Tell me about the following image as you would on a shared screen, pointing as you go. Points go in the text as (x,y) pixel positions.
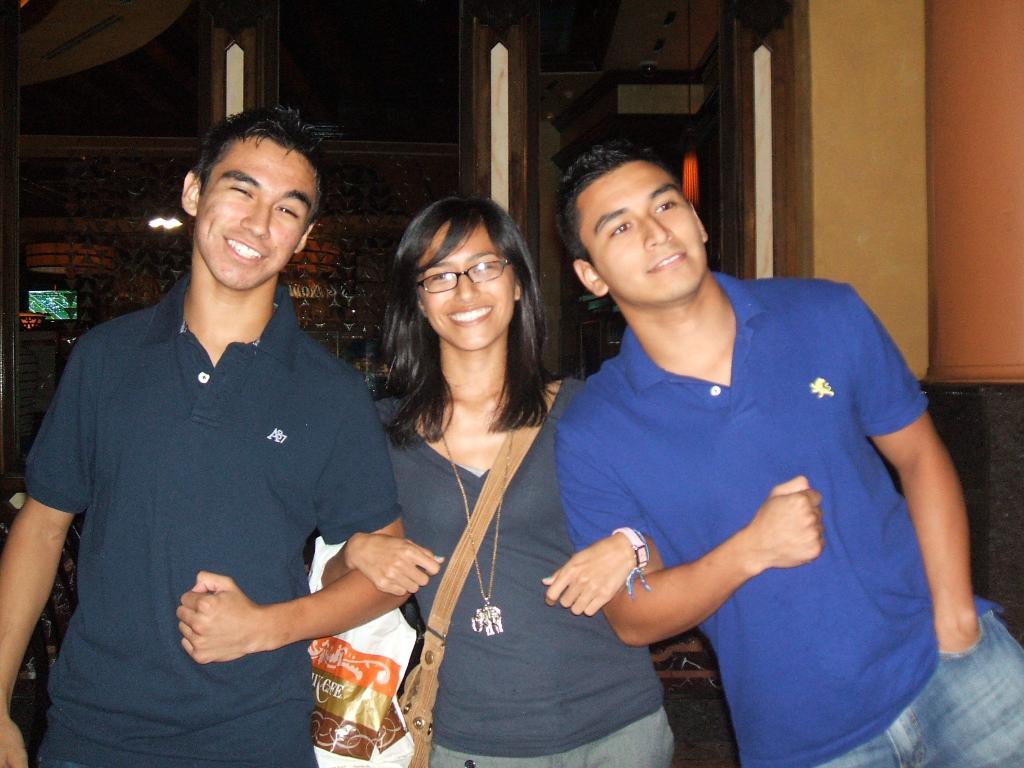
This image is taken indoors. In the middle of the image (429,432) two men (291,428) and a woman (451,492) are standing on the floor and they are with smiling faces (447,289). In the background (881,253) there is a wall (841,268).
